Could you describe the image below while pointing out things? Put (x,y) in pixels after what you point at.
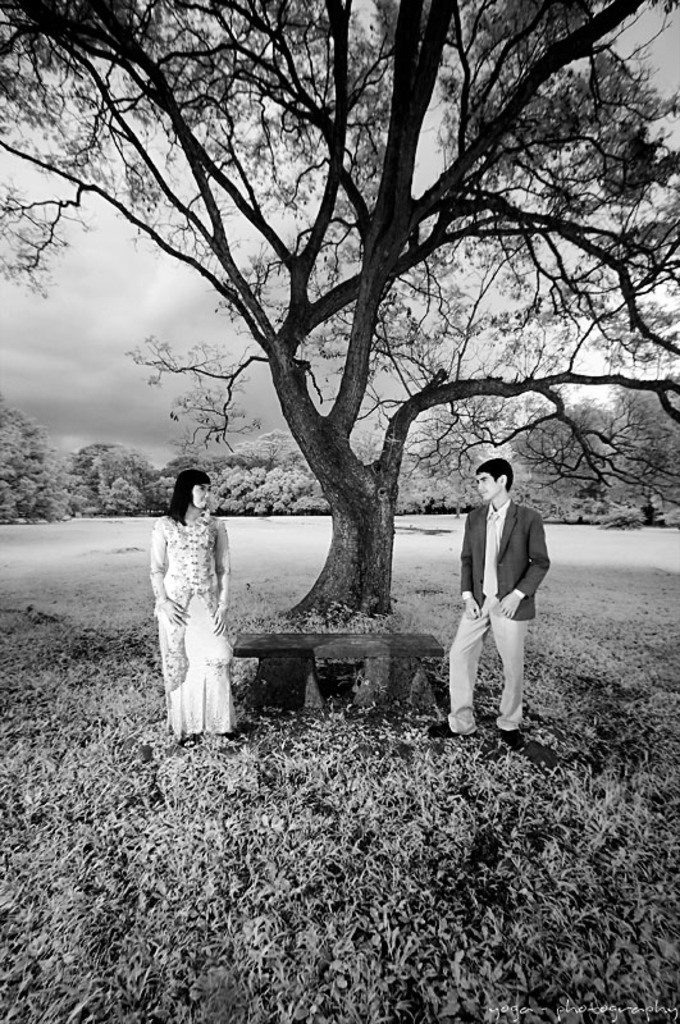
Here this is a black and white image in which we can see a man (486,551) and a woman (195,542) standing on the ground (320,629), which is fully covered with grass (40,544) and in between them we can see a bench (381,695) present and behind them we can see a tree (341,551) present and in the far we can also see some plants (232,497) and trees (274,461) present and we can see the sky (257,403) is cloudy.
